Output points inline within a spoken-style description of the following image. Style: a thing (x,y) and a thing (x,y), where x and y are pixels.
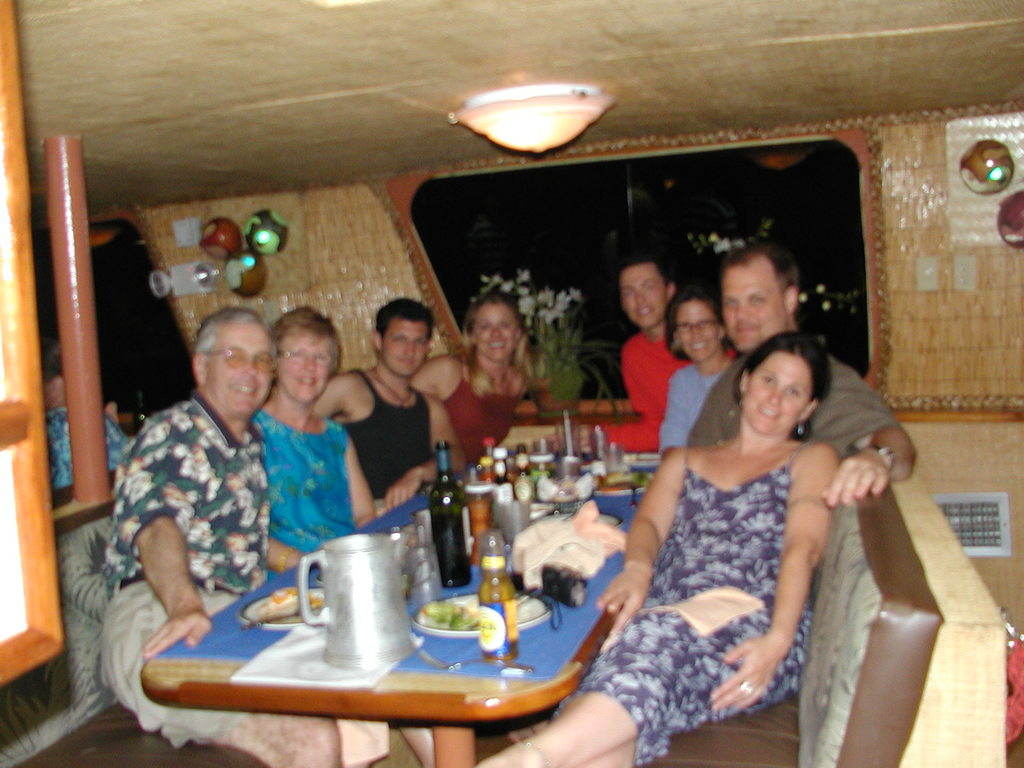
in this picture we can see a group of people (781,337) sitting on a sofa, and in front (248,662) there is the table (277,701) a wine bottle (439,514), plates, jar (401,611) and many other objects (451,611) on it, and at the above there is the light (463,117), and at opposite there is the flower vase (528,284) on the table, and a window glass (572,252).
